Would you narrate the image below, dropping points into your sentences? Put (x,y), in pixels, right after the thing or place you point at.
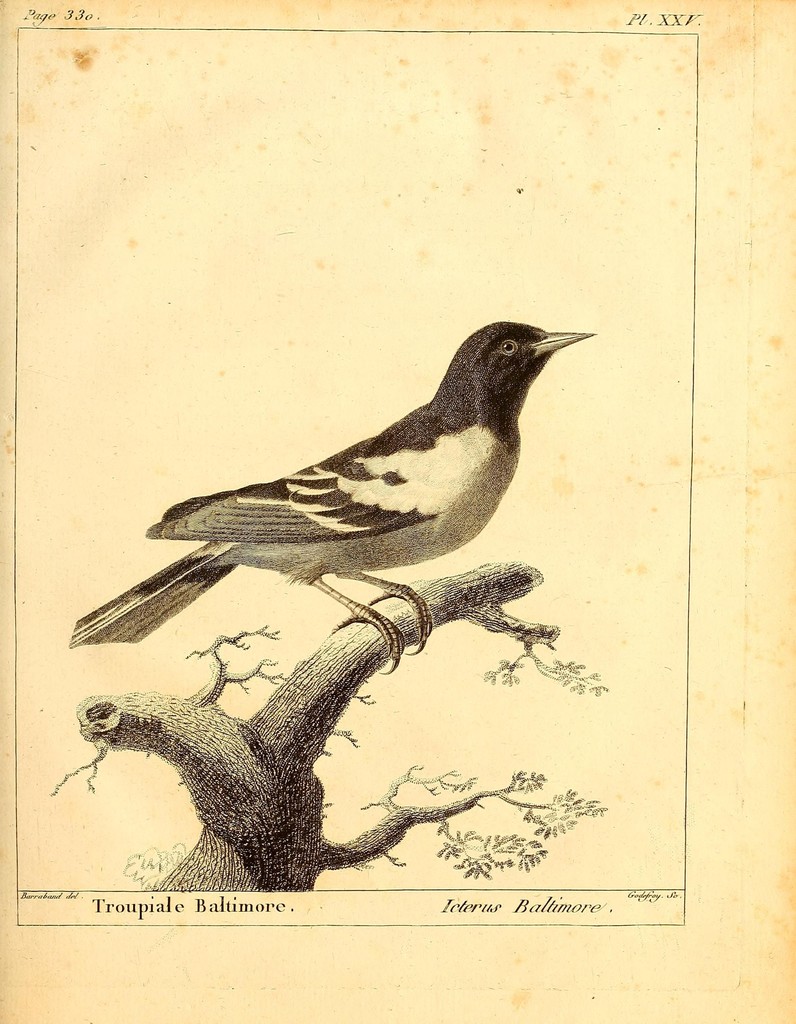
Poster of a bird (483,453). In this poster we can see a bird (464,409) standing on a branch (285,766). Bottom and top of the image (668,15) we can see watermarks (547,913).
